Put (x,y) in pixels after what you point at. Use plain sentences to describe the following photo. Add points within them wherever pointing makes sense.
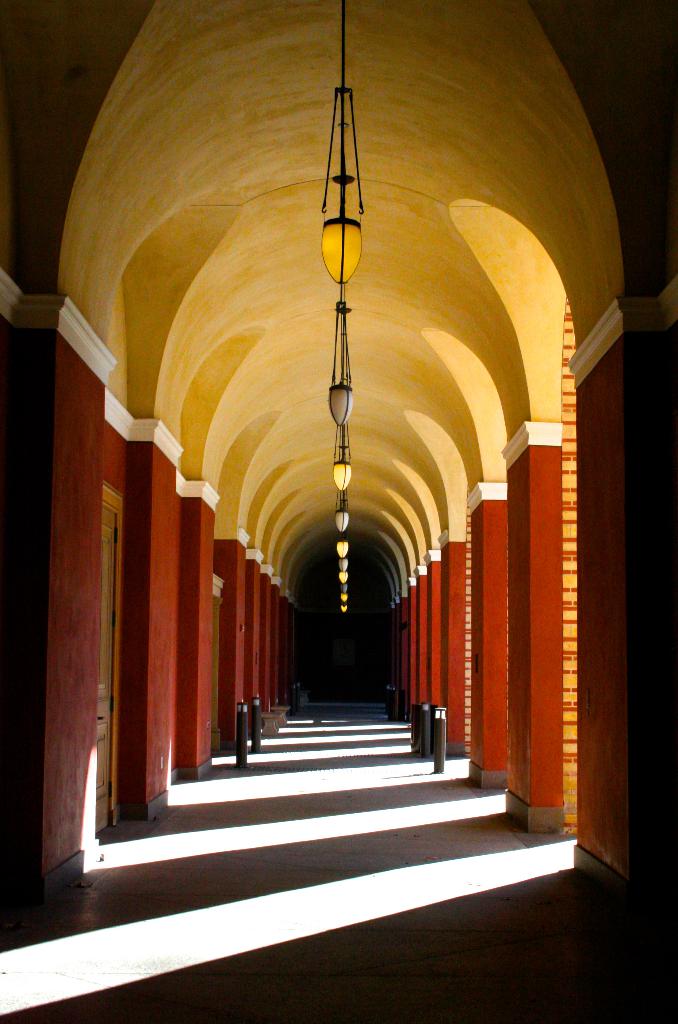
In this image on the right side (600,616) and left side (165,675) there are some pillars (258,667), doors (112,694) and some rods (412,726), and at the top (342,224) there are some ropes (345,331) and lights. And at the bottom (266,863) there is floor (293,863).
